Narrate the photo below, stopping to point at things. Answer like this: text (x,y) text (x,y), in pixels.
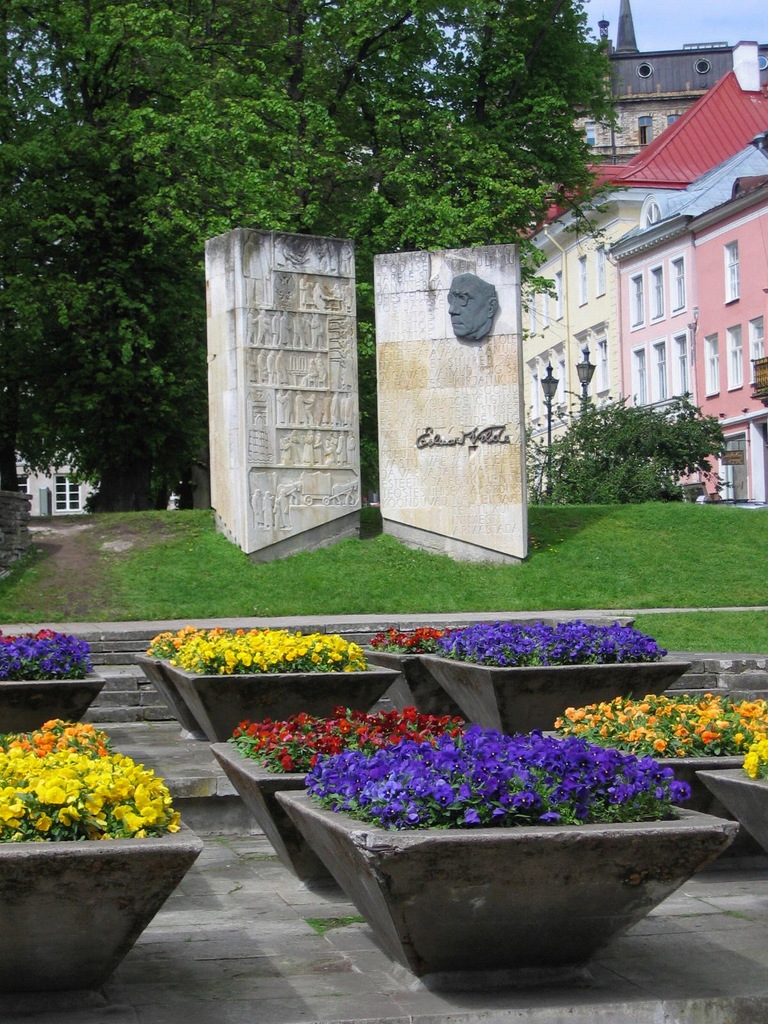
In this image we can see a few potted plants (557,709), grass wall (451,452) with some text (468,410) and design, in the background (373,437) there are trees (600,76) and sky (685,29) and in the right side (673,197) there are buildings (630,351) and street lights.
